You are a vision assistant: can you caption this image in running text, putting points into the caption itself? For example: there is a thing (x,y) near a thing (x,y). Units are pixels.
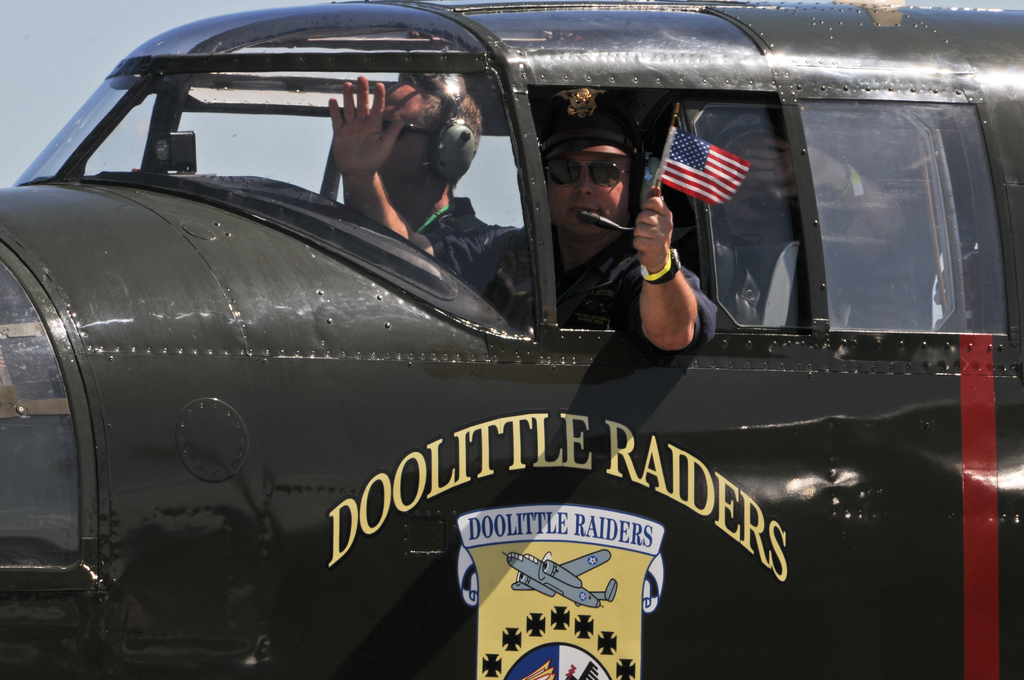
In this picture we can see some people (556,194) are traveling in a vehicle (524,414), one person (661,210) is holding the flag (681,172).
